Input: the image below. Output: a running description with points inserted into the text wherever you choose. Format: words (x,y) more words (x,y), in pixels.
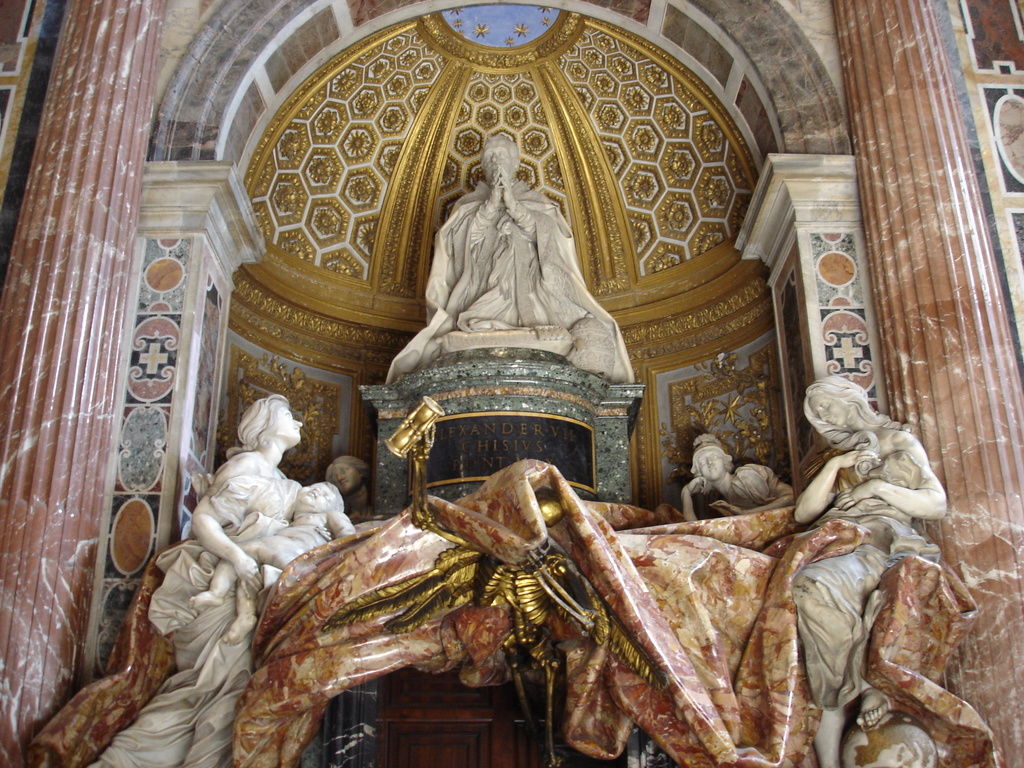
In this picture I can see statues (507,194) and a cloth (635,685) and I can see designer walls (338,230) in the back (12,245).
